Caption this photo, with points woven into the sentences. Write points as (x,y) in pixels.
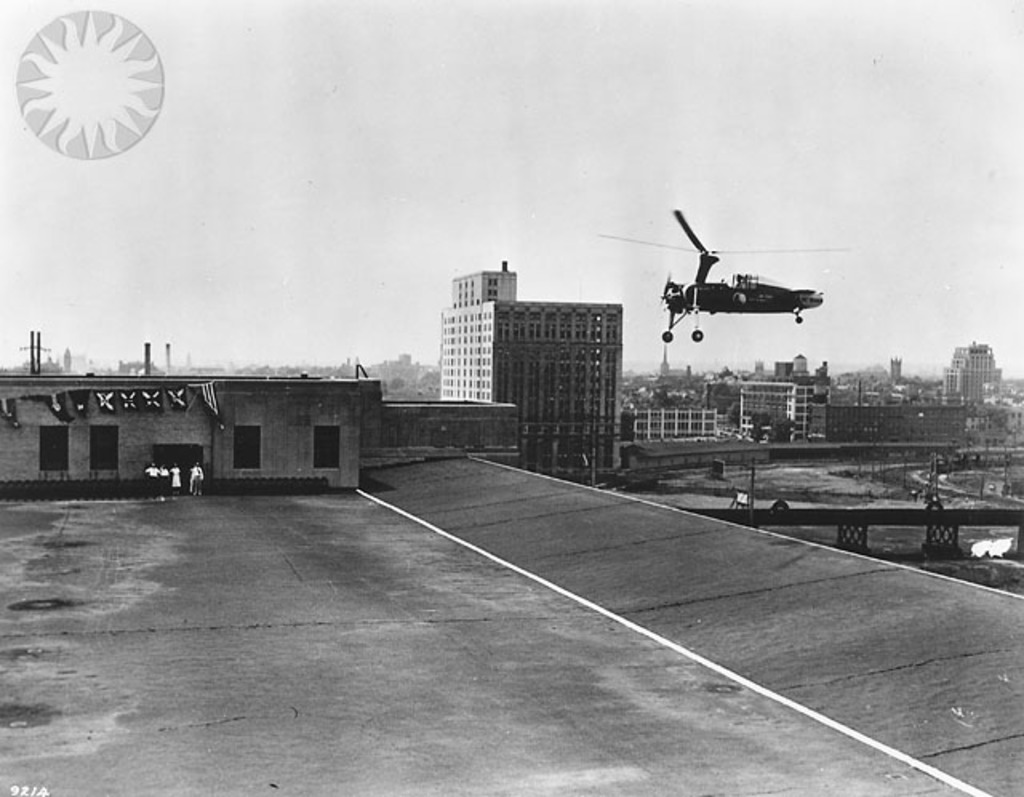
This is a black and white image and here we can see buildings (520,423), poles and towers (531,376). At the top (554,251), there is an aircraft (689,311) in the sky (383,162) and we can see a logo (74,87) on the top left (118,105). At the bottom (339,675), there is road (310,684).
